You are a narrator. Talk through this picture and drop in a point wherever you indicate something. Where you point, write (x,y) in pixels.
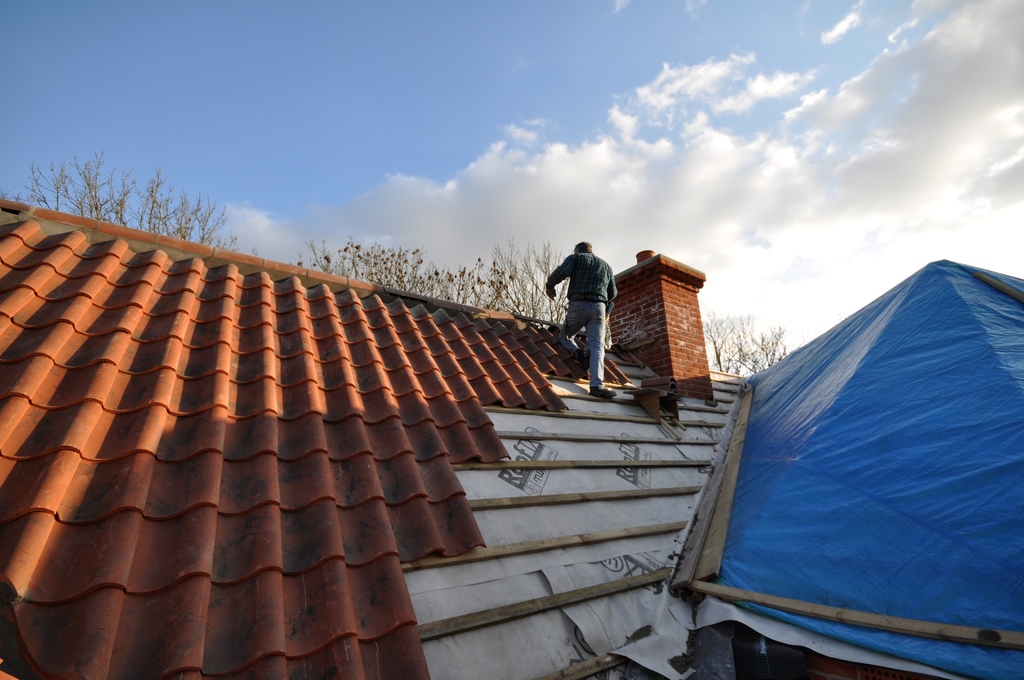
In this image I can see a man (589,289) is trying to cover the roof (366,492) of a house (432,528), on the right side (918,311) there is a blue color cover (780,402), in the middle (349,257) there are trees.
